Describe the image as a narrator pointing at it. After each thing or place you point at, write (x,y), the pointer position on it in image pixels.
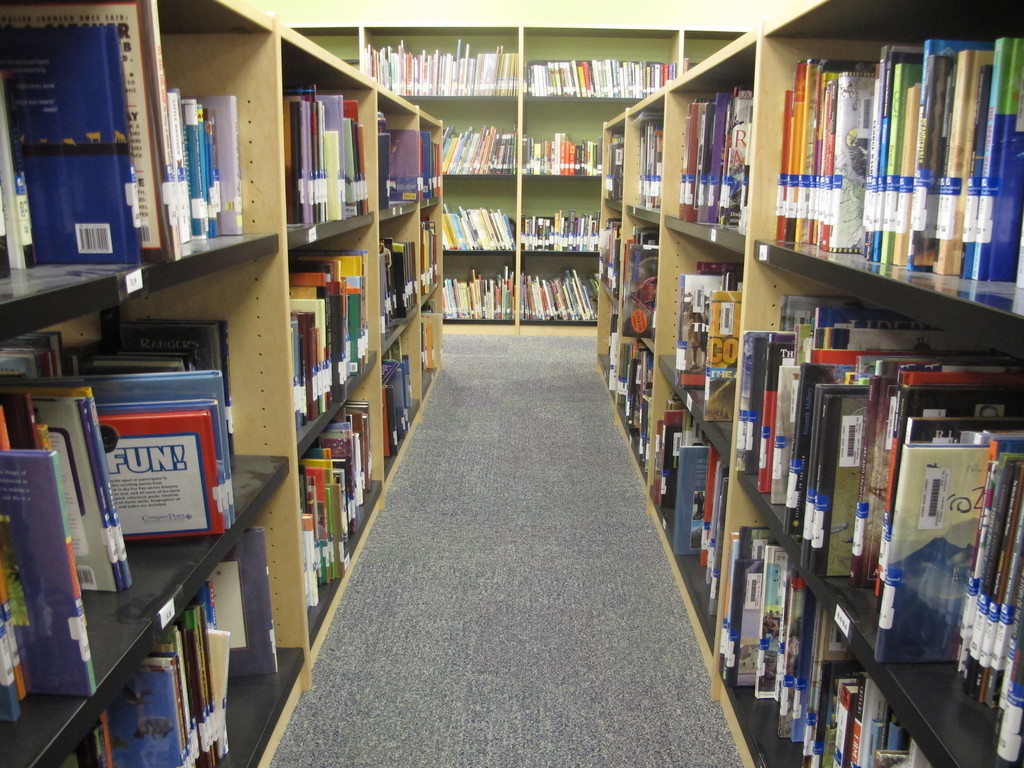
In this picture we can see the floor (488,516), books (49,373) in racks (604,57) and in the background (610,44) we can see the wall (614,105).
